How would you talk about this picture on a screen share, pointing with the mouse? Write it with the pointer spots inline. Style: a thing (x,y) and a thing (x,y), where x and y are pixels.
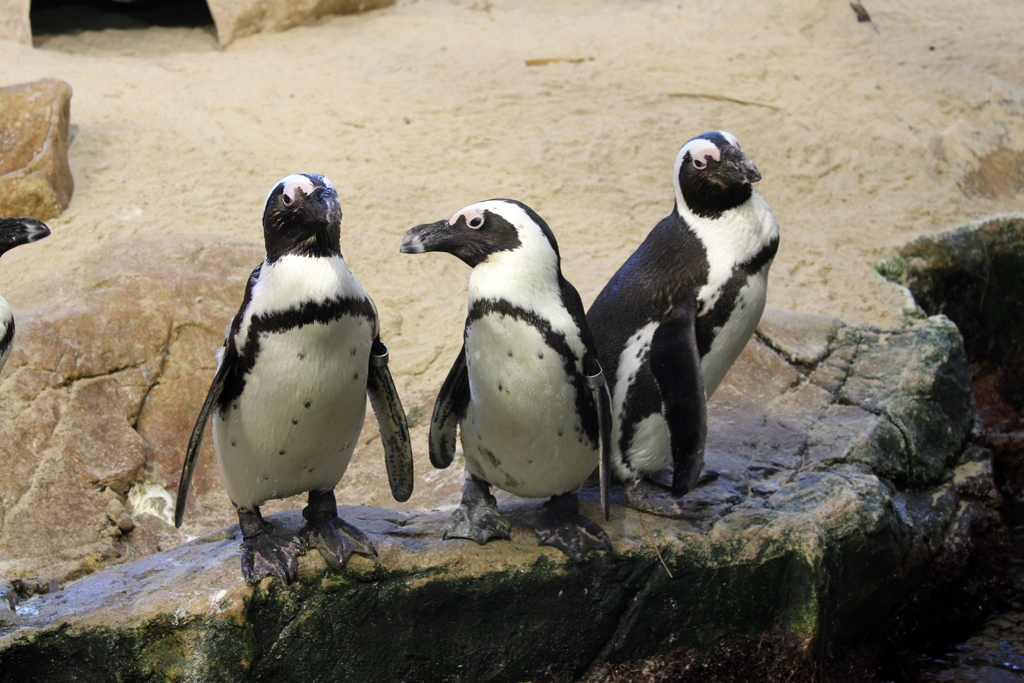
In the center of the image (559,437), we can see penguins (498,238) on the rock (521,550).
